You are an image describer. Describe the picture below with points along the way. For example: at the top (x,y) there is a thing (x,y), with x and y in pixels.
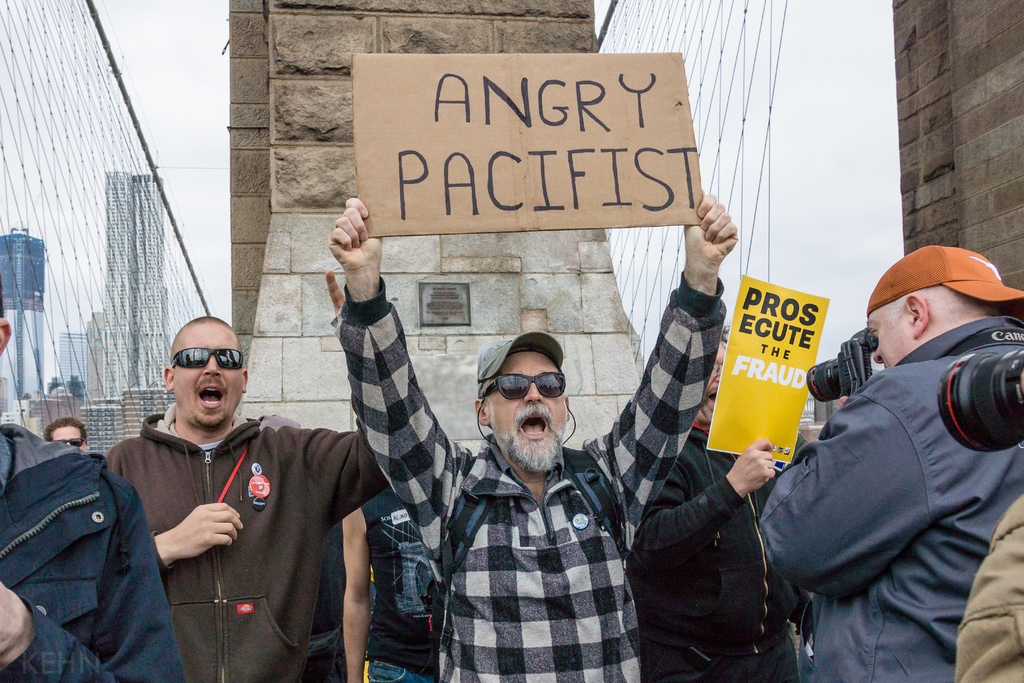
In the given image i can see a people (669,487), boards (668,190) with some text (446,172), cameras (971,436), fence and some other objects (426,263).
